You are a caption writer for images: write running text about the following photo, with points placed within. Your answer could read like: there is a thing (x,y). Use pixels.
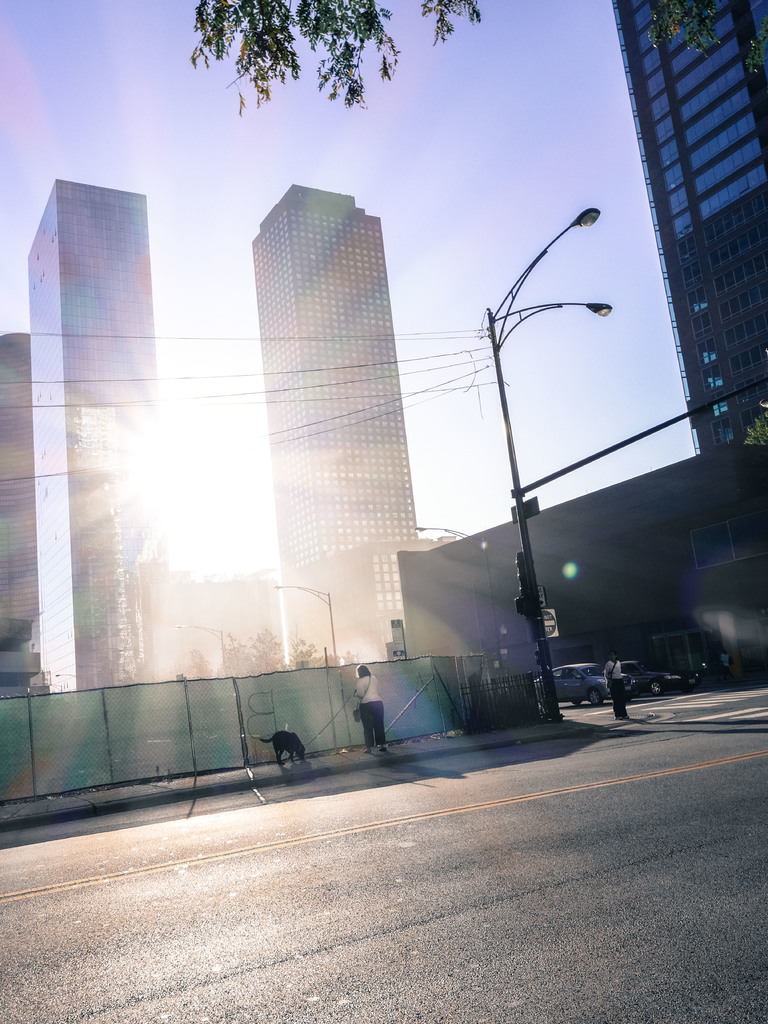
Here we can see buildings (734,618), poles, lights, and trees (374,25). There are vehicles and persons (721,660) on the road (547,885). This is a dog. In the background (444,84) we can see sky (480,386).
